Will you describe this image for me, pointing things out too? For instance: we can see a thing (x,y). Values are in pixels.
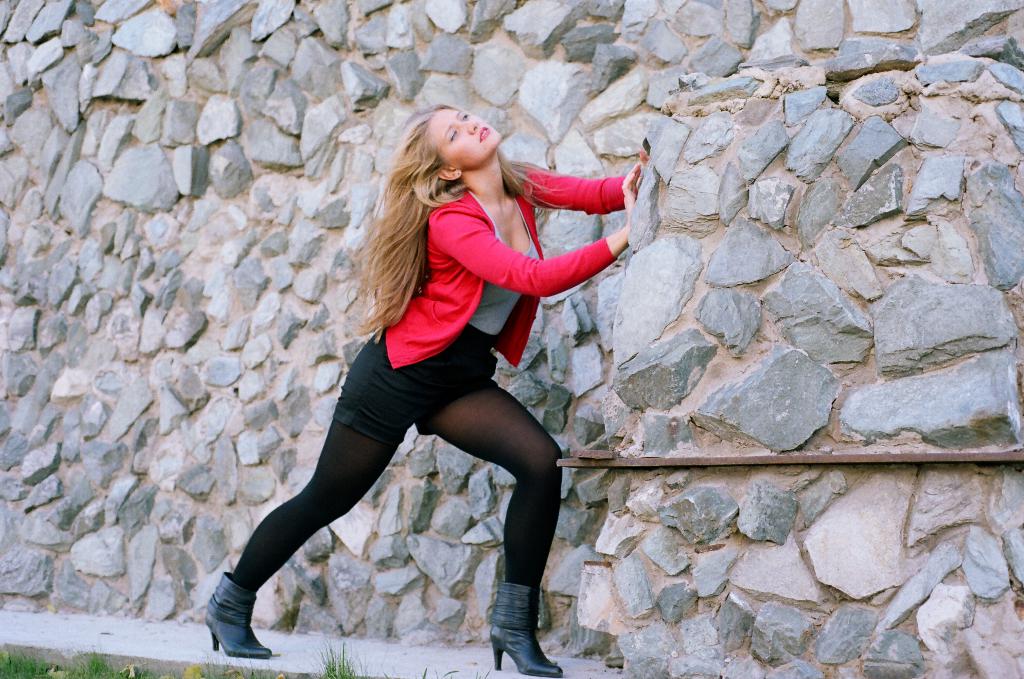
In this image there is a person (453,416) standing, there is the grass (12,669) truncated towards the bottom of the image (107,662), there is a wall (407,118) truncated.
